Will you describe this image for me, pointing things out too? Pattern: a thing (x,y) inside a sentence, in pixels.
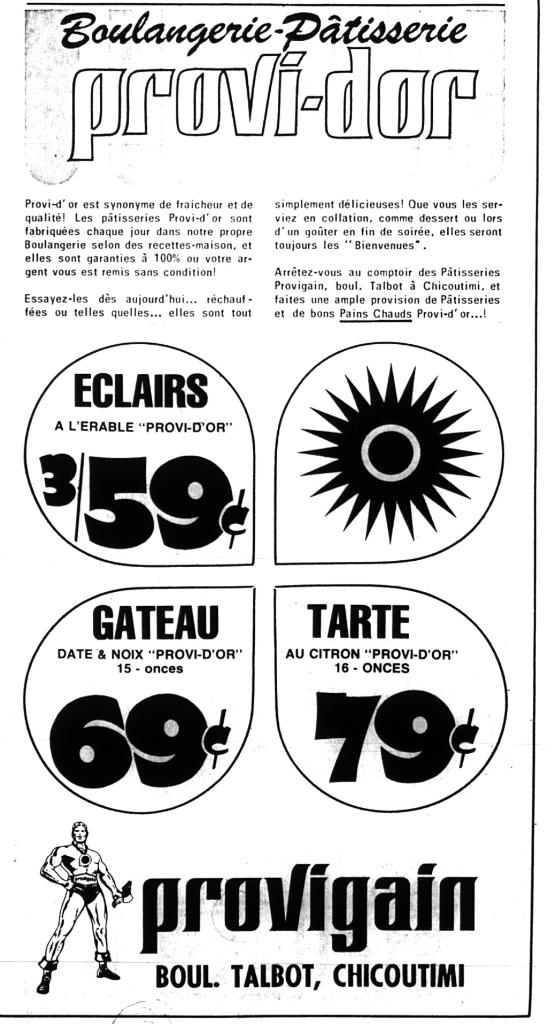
Here we can see a poster (205,445). On the poster (287,563) we can see picture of a person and text (294,274) written on it.
